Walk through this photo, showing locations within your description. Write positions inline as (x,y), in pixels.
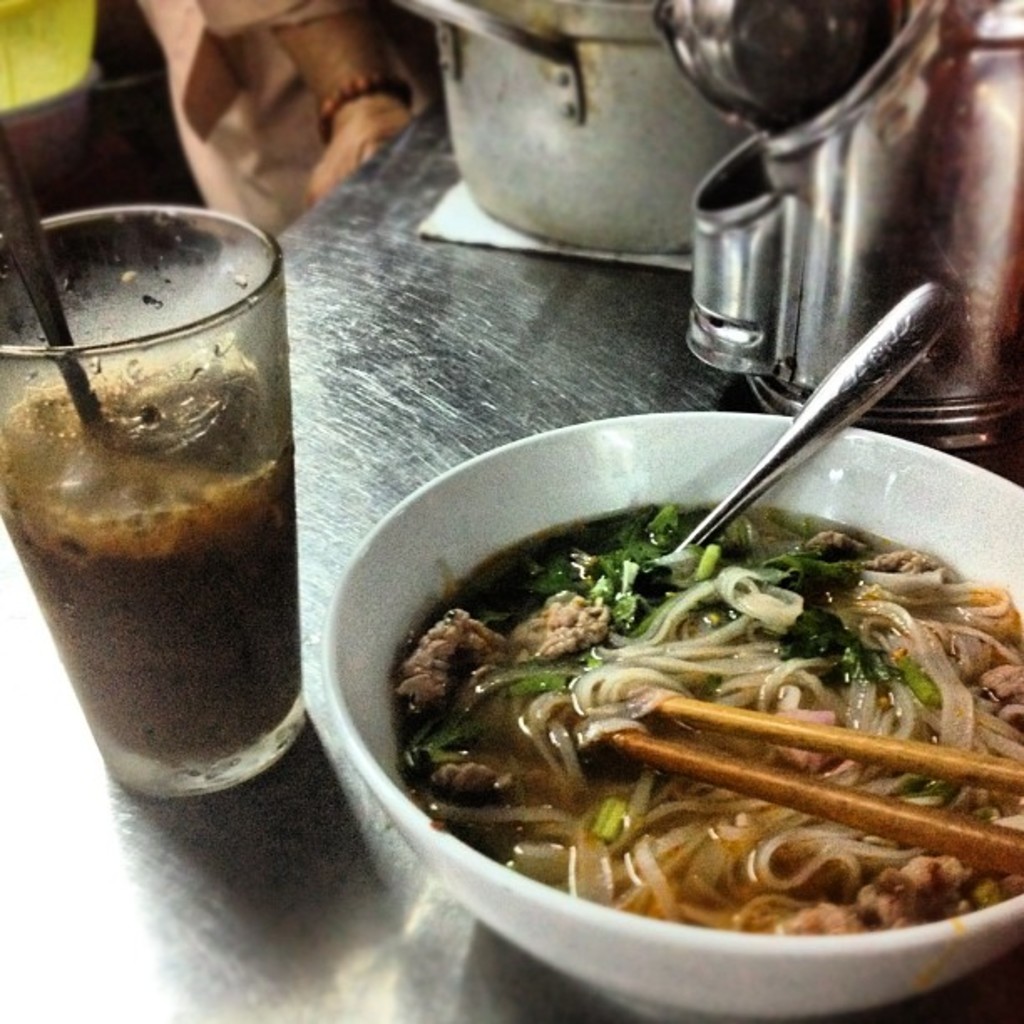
In this picture we can see a table (145,990), on this table (159,999) we can see bowls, glass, food items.
